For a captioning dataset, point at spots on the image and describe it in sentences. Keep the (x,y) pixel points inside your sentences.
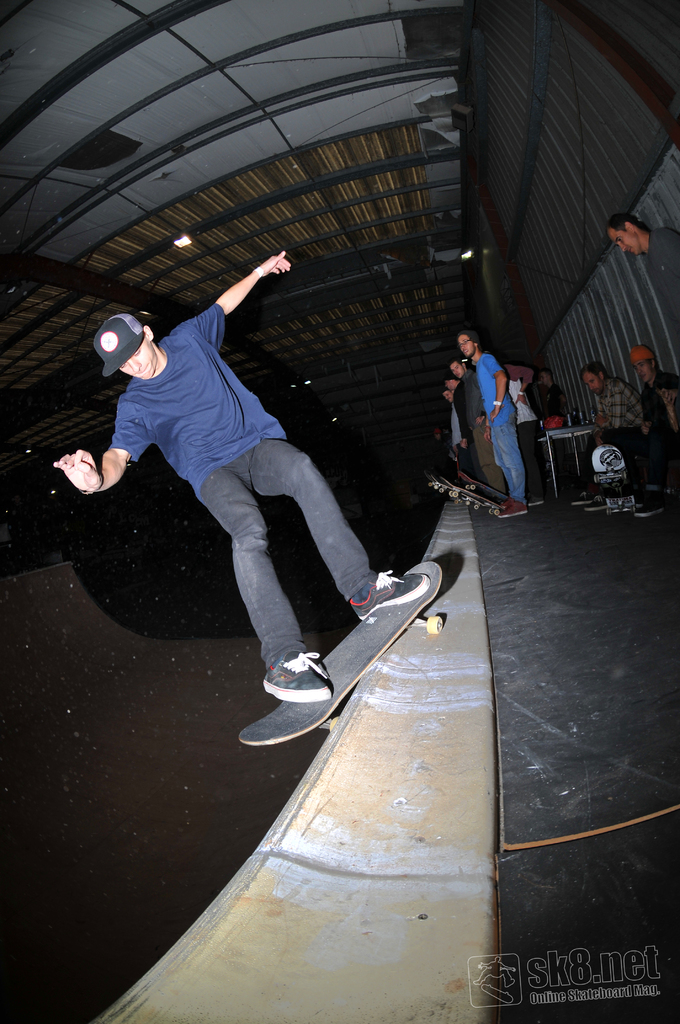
Here we can see a person (284,685) riding a skateboard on a surface (357,708). There are few people (668,295) and two of them are sitting. Here we can see a table (555,435). In the background (45,6) we can see lights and roof (339,169).
